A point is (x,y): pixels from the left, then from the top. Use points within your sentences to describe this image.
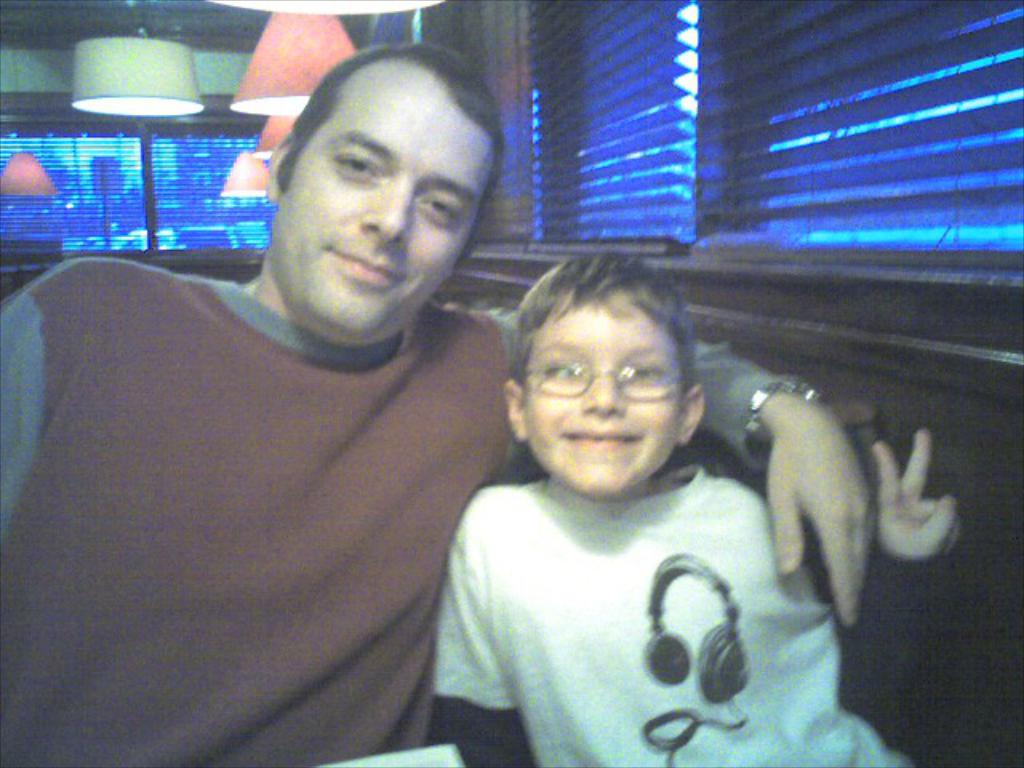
In this picture there is a man (381,445) who is wearing t-shirt (212,541) and watch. Beside him there is a boy (654,488) who is wearing spectacle (627,393) and t-shirt (560,632). Both of them are sitting on the bench (861,627). Beside them I can see the window blind (621,113). In the back (163,90) I can see some lamps (159,112) and lights (154,99). In the background (239,215), through the window (158,209) I can see some cars (244,226), buildings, trees (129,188) and sky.
